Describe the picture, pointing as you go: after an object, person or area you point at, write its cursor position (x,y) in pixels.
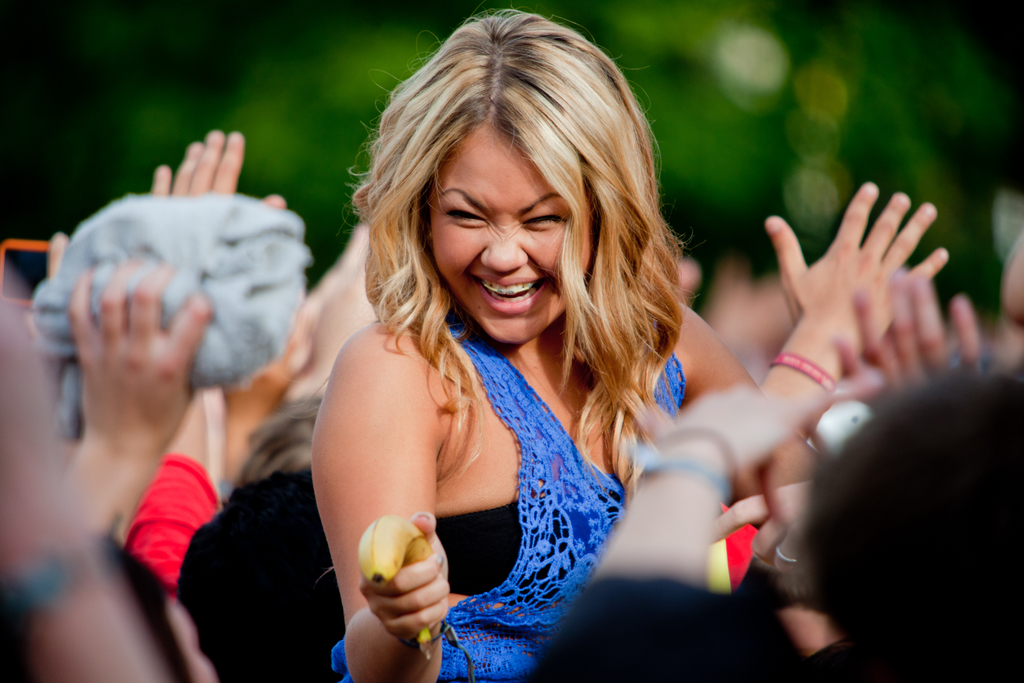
In the center of the picture (621,279) there is a woman (402,334) holding banana (366,568). In the foreground (870,568) there are people (849,293). The background (811,75) is blurred.
